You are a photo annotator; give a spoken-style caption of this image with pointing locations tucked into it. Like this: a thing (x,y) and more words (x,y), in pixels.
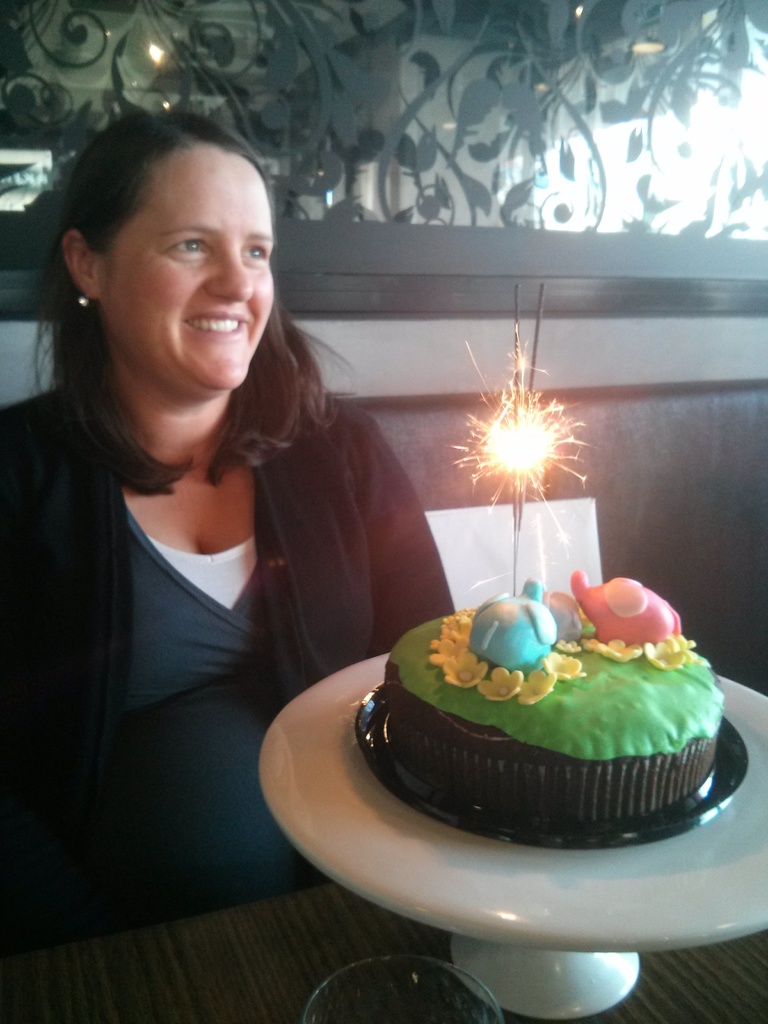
In this image, we can see a person (257,456) sitting. We can see a cake (520,688) with a sparkle (516,339) on a white object (357,817) is placed on the surface (265,958). We can see a glass (329,1011). We can see the sofa (757,554). We can see the wall (452,378) and some glass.
